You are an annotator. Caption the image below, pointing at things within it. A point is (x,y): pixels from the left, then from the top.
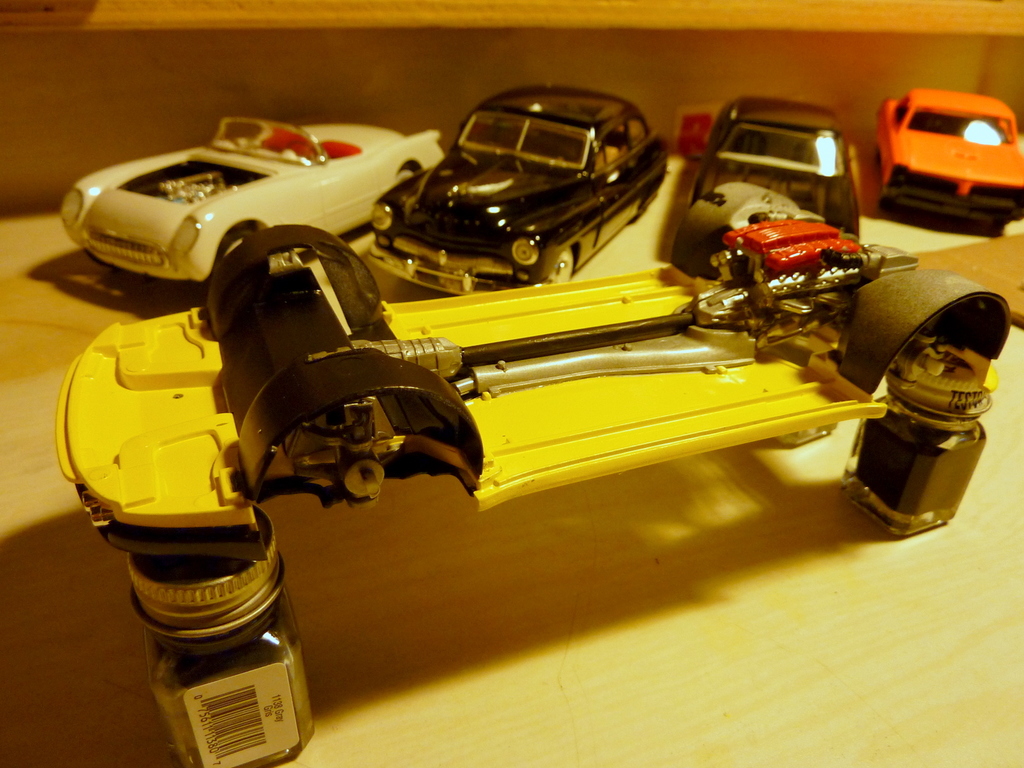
In this picture, we see the toy cars (604,217) and small glass jars (189,682) are placed on the table (692,652). We see the down part (684,265) of the car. These cars (274,194) are in white, black and orange color. In the background (481,60), we see a wall (625,59).
